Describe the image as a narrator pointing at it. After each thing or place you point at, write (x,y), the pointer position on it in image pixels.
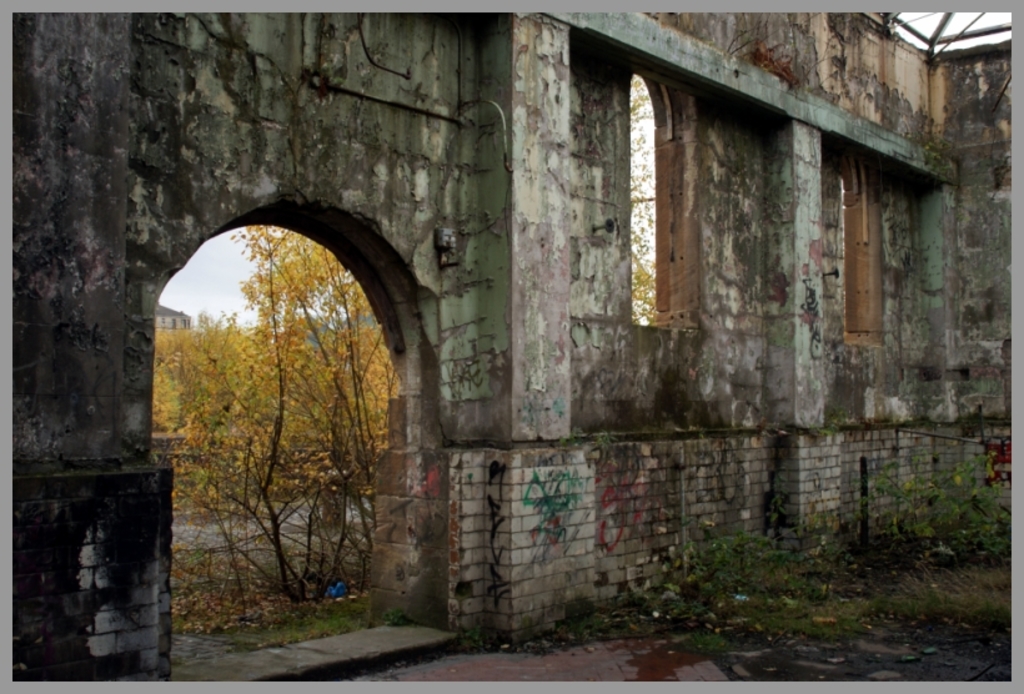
In this picture we can see an arch (228,229), wall (436,227), plants (776,601), trees (313,475), building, dried leaves (240,589) on the ground (290,623) and in the background (213,313) we can see the sky (214,277).
